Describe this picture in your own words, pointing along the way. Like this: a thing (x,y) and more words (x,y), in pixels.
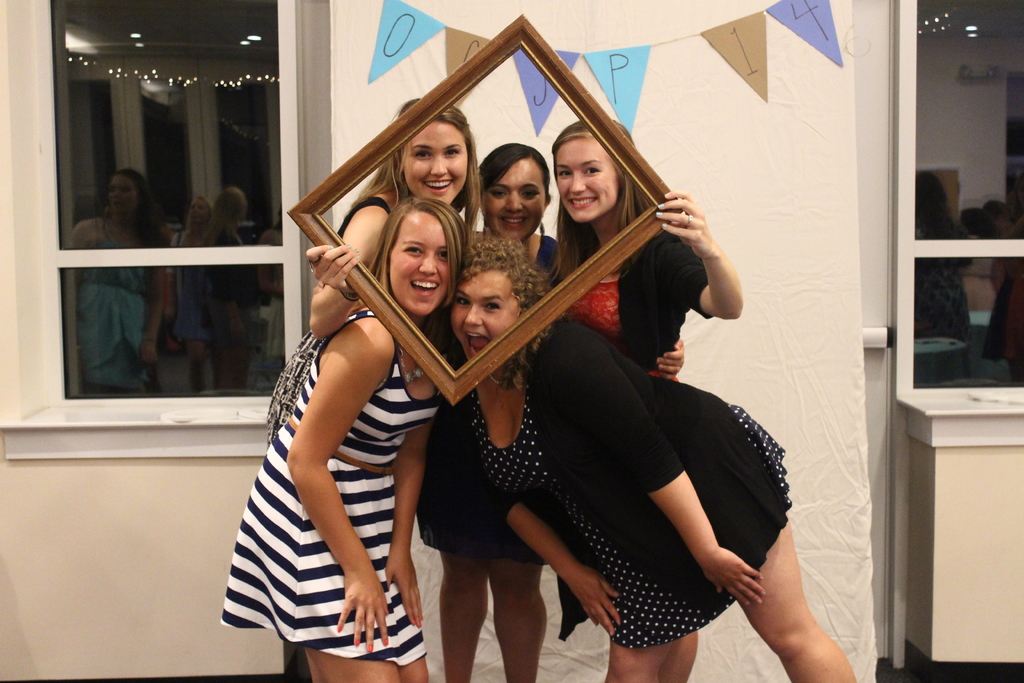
In this image I can see the group of people (497,266) with different color dresses (377,480). I can see few people (456,208) are holding the frame (337,234). In the background (151,219) I can see the windows (267,155) and the decorative papers (569,62) on the cloth (755,143).
